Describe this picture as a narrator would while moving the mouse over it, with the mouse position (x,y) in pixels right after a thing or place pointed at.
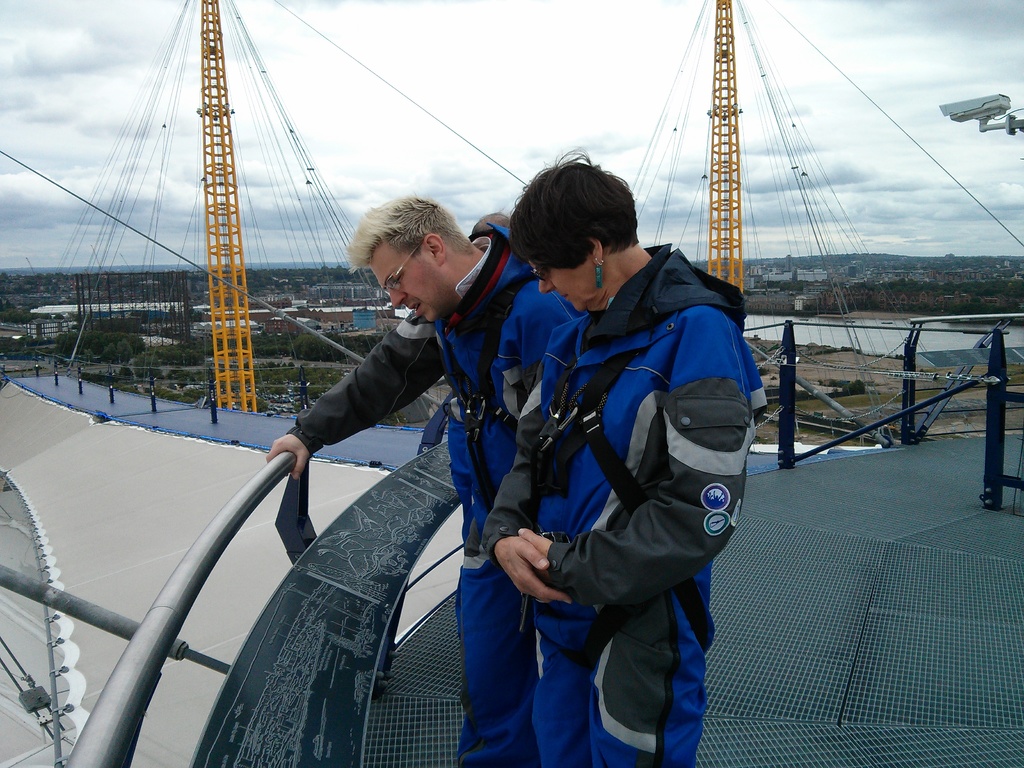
In this picture we can see two persons (370,421) and one of them is holding the rod (241,502) and we can see the floor (942,551). We can see the ground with some trees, buildings (136,297) and we can see the towers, poles (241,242), wires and we can see a camera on the right side of the picture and we can see the sky (93,260) with clouds (177,99).
